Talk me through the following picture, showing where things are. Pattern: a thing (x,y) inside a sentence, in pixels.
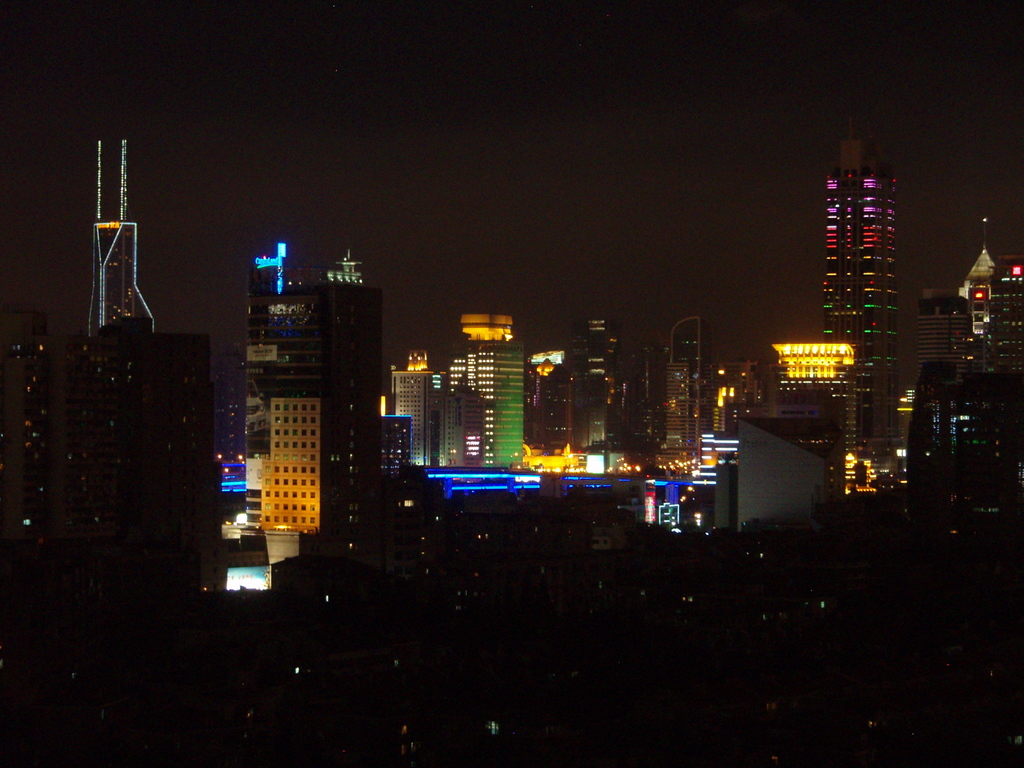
In the image there are many buildings (597,383) with lights (406,501). And there is a dark background (768,79).
